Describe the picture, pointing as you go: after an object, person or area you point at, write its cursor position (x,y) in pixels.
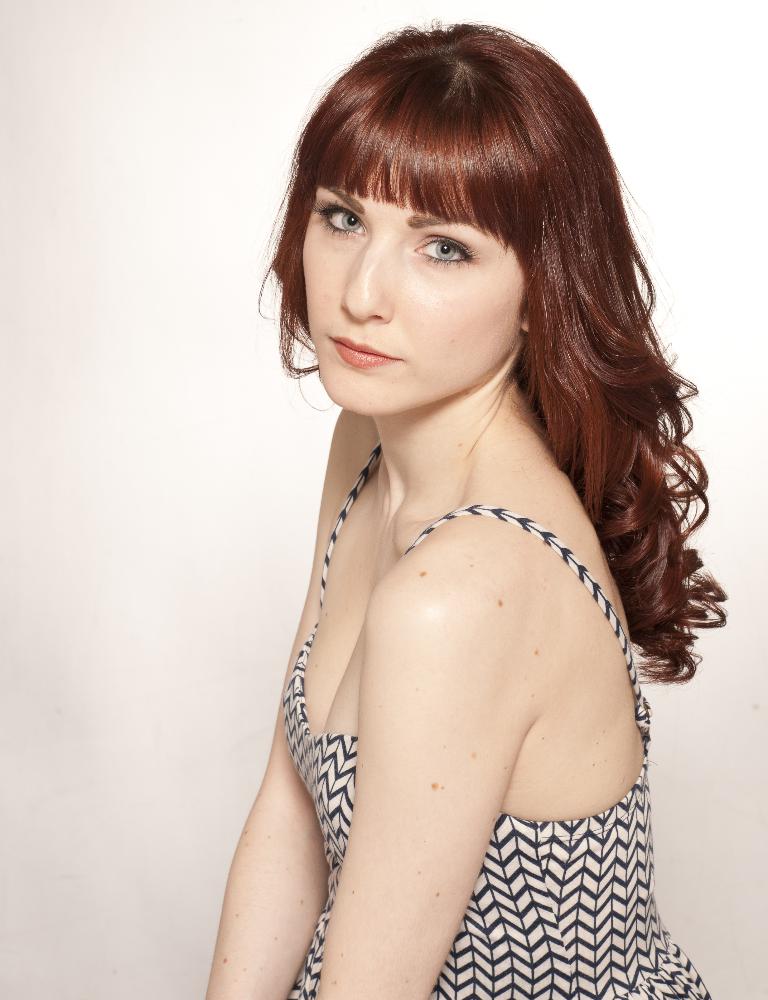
In this image we can see a woman (642,513) with long hair (652,568) wearing a dress (483,896).
